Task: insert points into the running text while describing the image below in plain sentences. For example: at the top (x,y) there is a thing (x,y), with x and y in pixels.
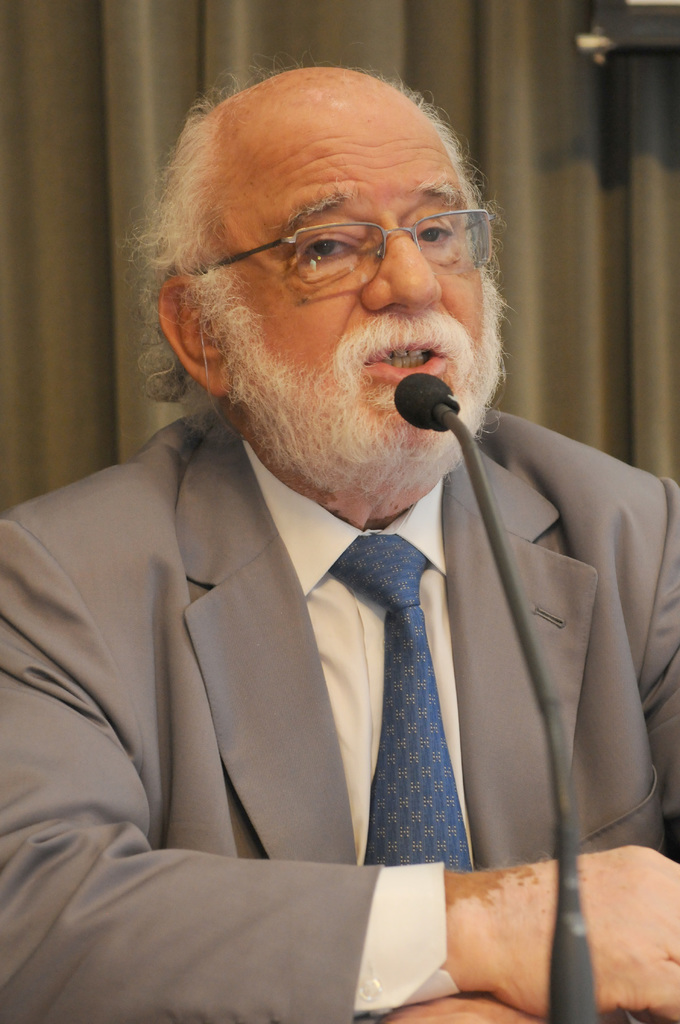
In this image I can see a man (193,514). I can see he is wearing formal dress (317,657) and blue tie (402,662). I can also see he is wearing specs (474,255) and here I can see a mic (430,388).
